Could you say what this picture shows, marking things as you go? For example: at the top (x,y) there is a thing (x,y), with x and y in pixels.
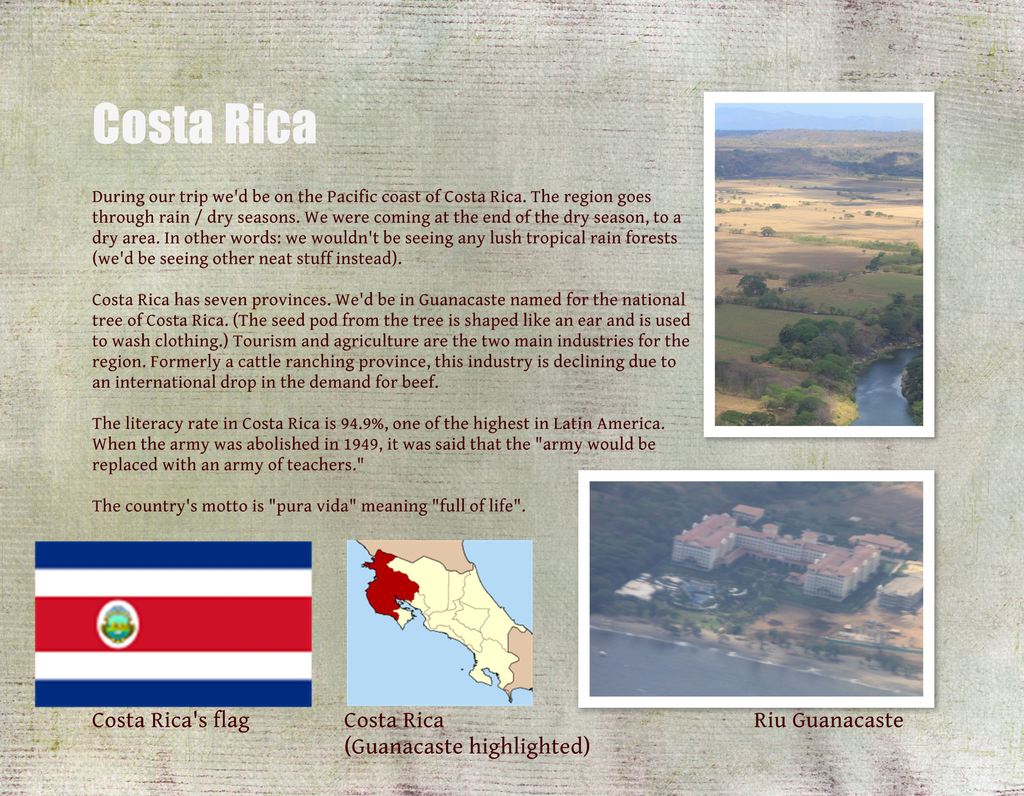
In the image we can see there is a poster (176,258) on which its written ¨Costa Rica¨ and there are pictures (656,597) of places (867,381), maps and flag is kept on the poster (803,621).
